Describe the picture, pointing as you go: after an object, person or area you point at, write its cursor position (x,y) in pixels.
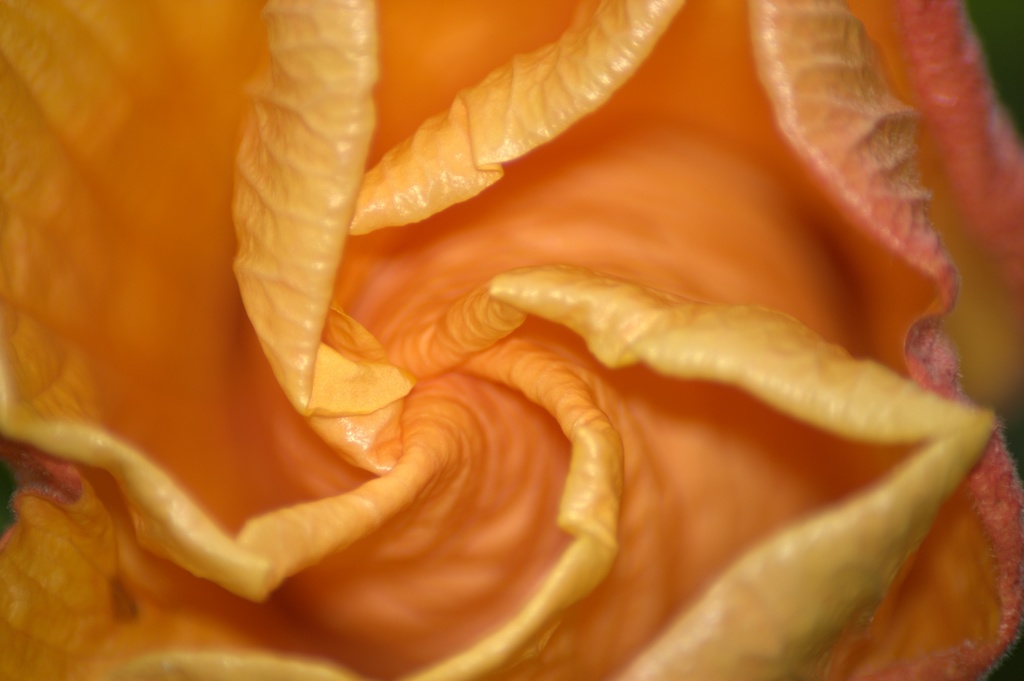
Here in this picture we can see an close up view of flower (563,484) present over there.
